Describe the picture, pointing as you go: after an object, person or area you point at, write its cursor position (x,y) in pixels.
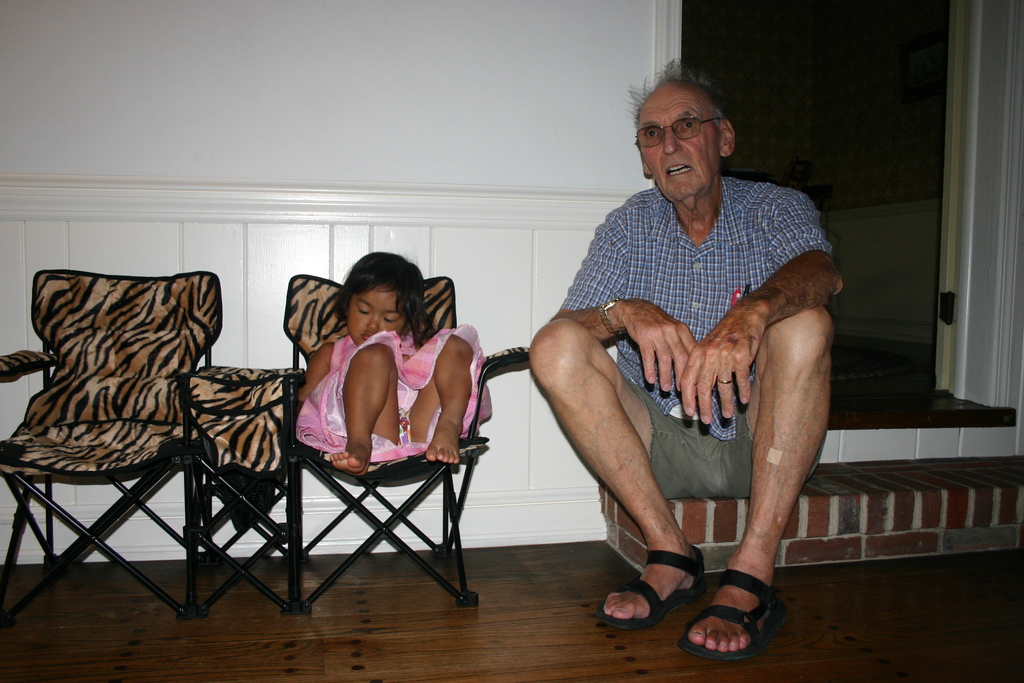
This girl (416,427) is sitting on a chair (409,503). This man (681,405) is sitting on a stair (822,514), he wore spectacles (655,140) and wrist watch (611,324). A floor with wood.
